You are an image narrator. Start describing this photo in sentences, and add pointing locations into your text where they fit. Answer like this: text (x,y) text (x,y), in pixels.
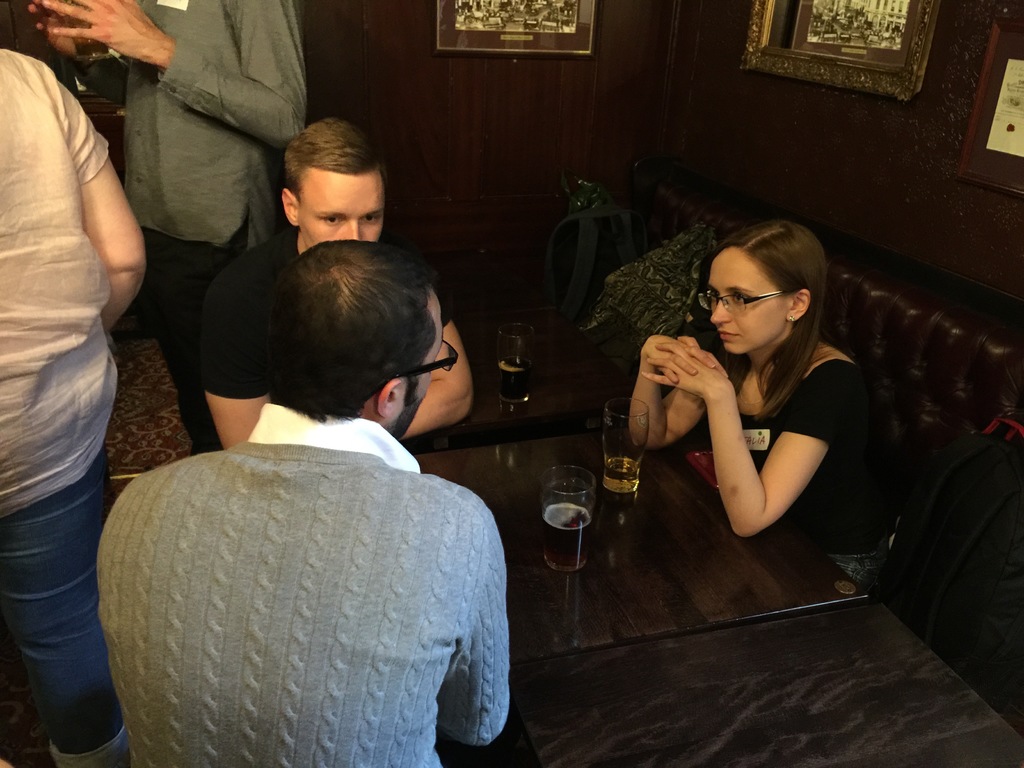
In this image, we can see three persons (751,483) are sitting. Here we can see tables (517,457), backpacks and glasses (586,507) with liquid (507,390). In the background (449,144), there is a wall (710,139) and frames (541,14). On the left side of the image (44,629), we can see people (61,623) are standing.
